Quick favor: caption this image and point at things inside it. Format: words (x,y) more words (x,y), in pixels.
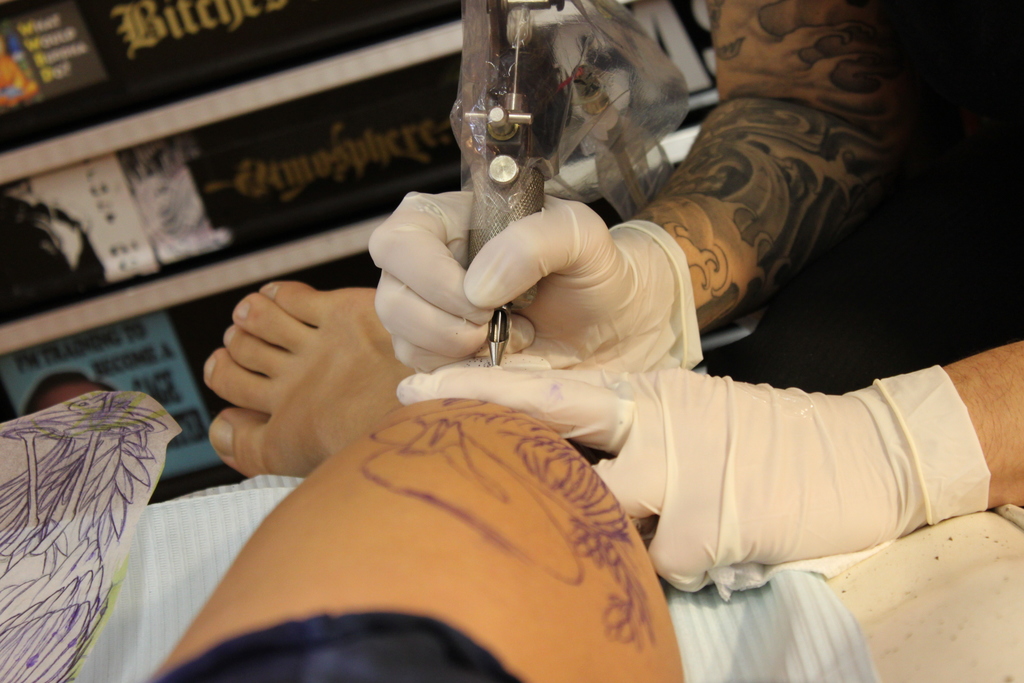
In this image I can see a person (661,214) wearing gloves (605,330) and holding a machine (488,198), putting a tattoo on another person leg (367,473) and the leg (433,600) is visible at the bottom (324,590), in the background (231,219) there is a board (358,139), on the board (322,124) there is a text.
